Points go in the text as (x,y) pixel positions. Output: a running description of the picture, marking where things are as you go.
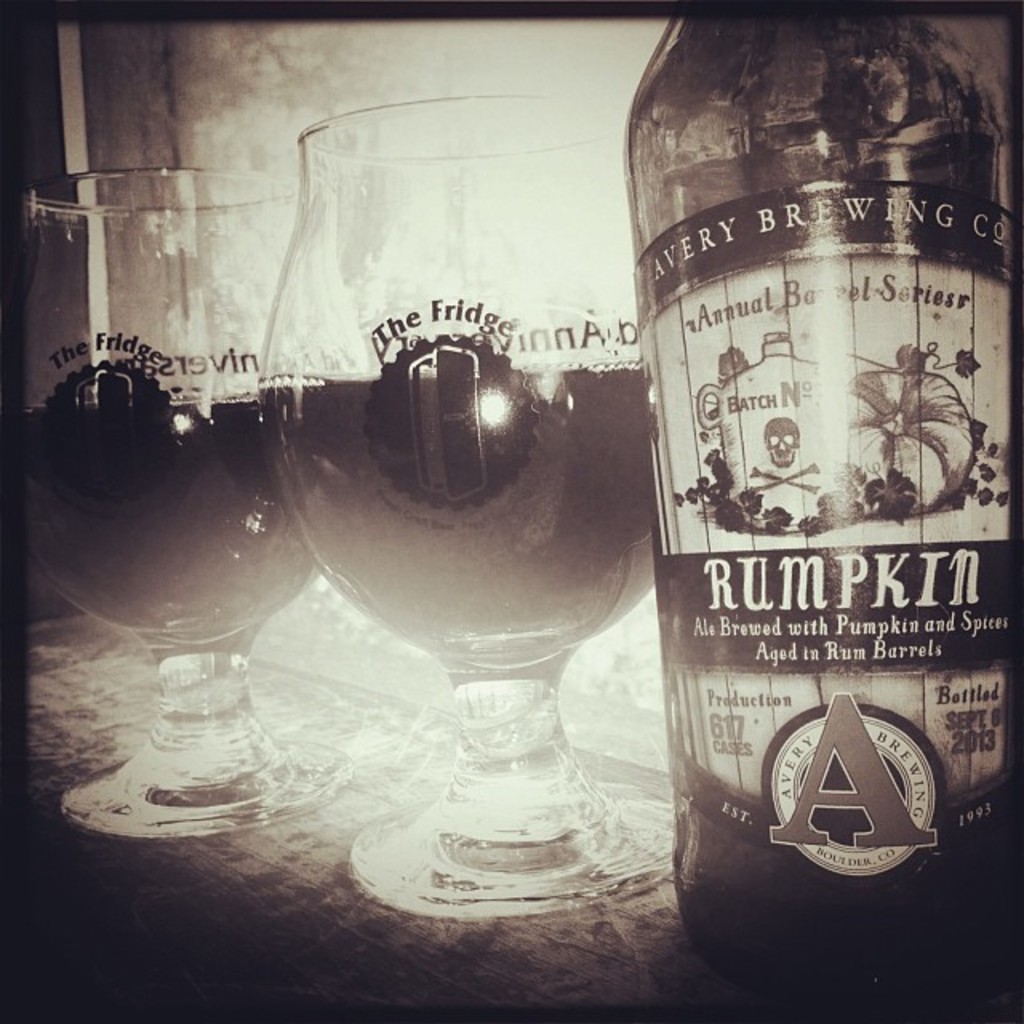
This is a black and white image. In this image there are glasses (248,339) and a bottle (897,151) in-front of the window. Something is written on the glasses (458,383) and bottle (801,333).
